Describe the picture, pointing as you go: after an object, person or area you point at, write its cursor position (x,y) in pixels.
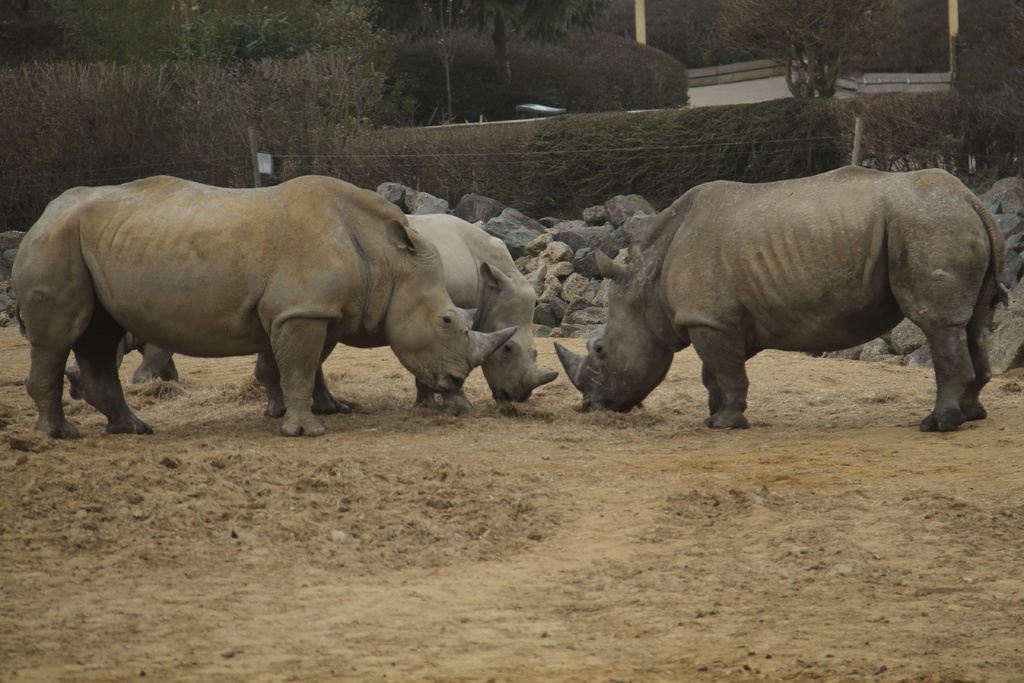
In this image we can see rhinos (653,334) standing on the ground (553,466). In the background (566,253) there are stones (560,234), fences (470,155), poles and trees (803,36).
